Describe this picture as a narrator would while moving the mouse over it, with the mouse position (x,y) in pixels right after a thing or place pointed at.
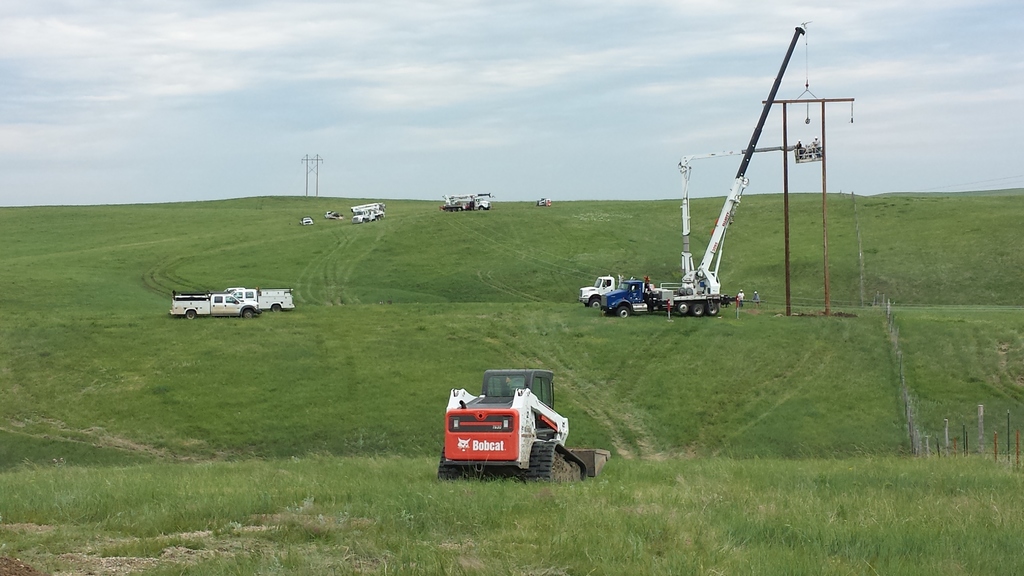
There are vehicles (607,300) and poles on the grassland (421,230) in the foreground area of the image (639,319) and there are poles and sky (109,106) in the background area (455,161).
